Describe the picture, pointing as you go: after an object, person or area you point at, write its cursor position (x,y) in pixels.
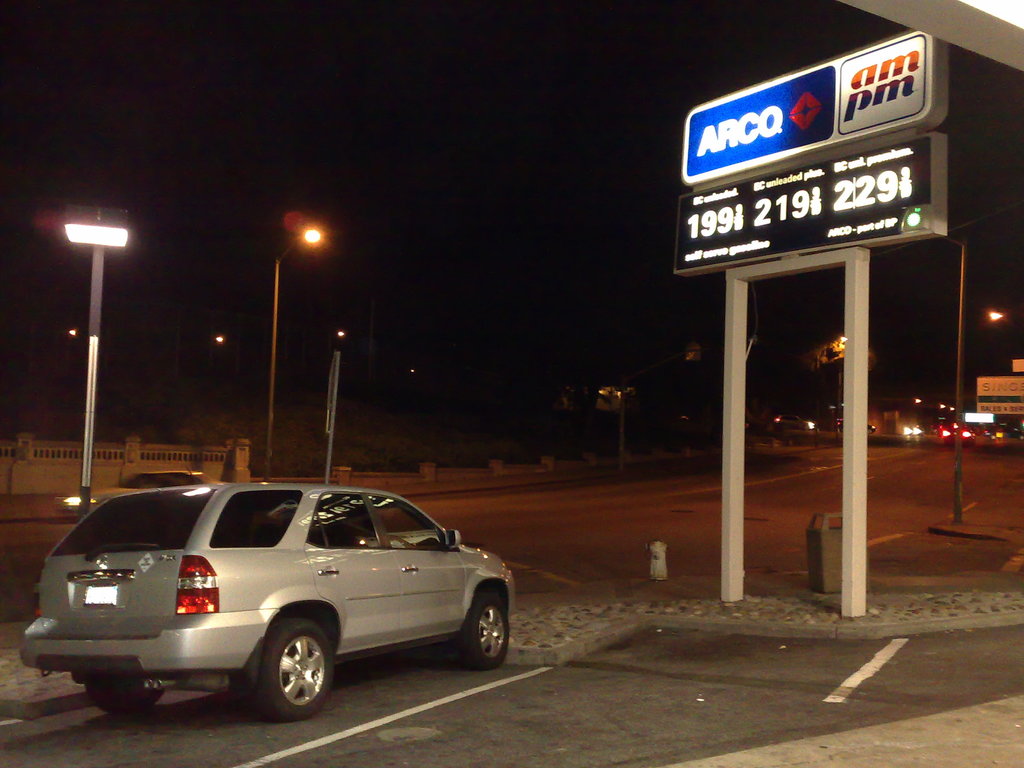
In this image we can see a car (293,557) on the road (440,685). There are boards (810,190) with text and numbers (815,207). And we can see the poles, street lights (79,227), wall (65,478) and dark background (625,280).
